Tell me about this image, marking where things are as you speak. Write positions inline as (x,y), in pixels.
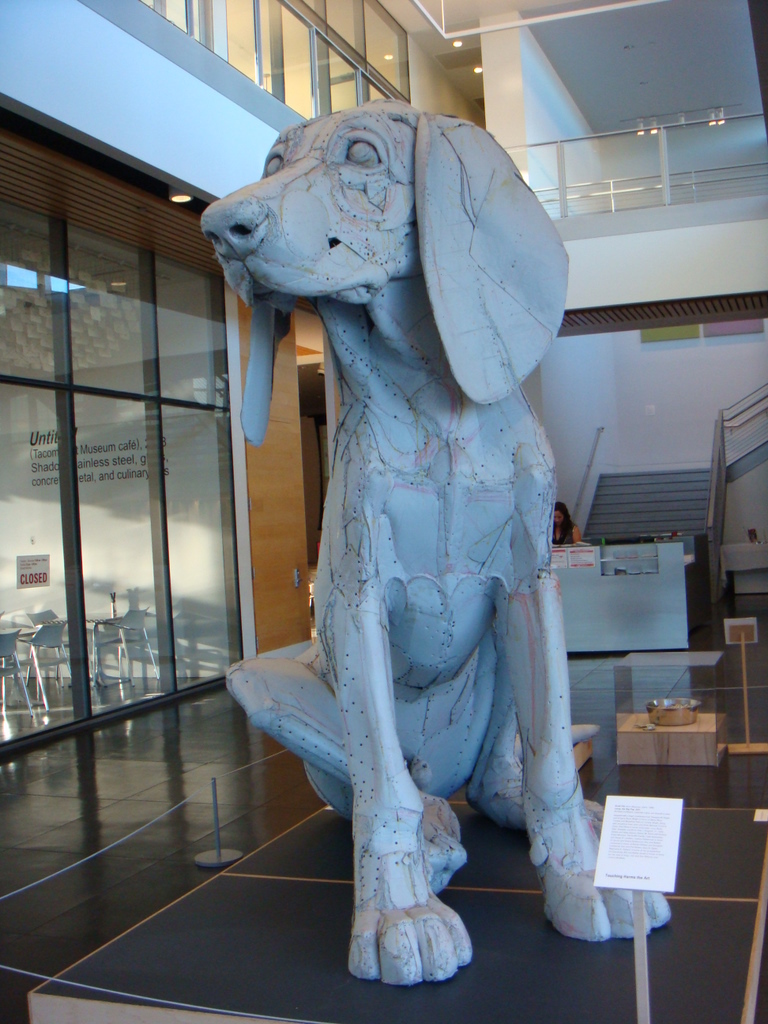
In this picture we can see a statue (291,690) on a platform (220,892) and in the background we can see a wall (277,636), rods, woman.
